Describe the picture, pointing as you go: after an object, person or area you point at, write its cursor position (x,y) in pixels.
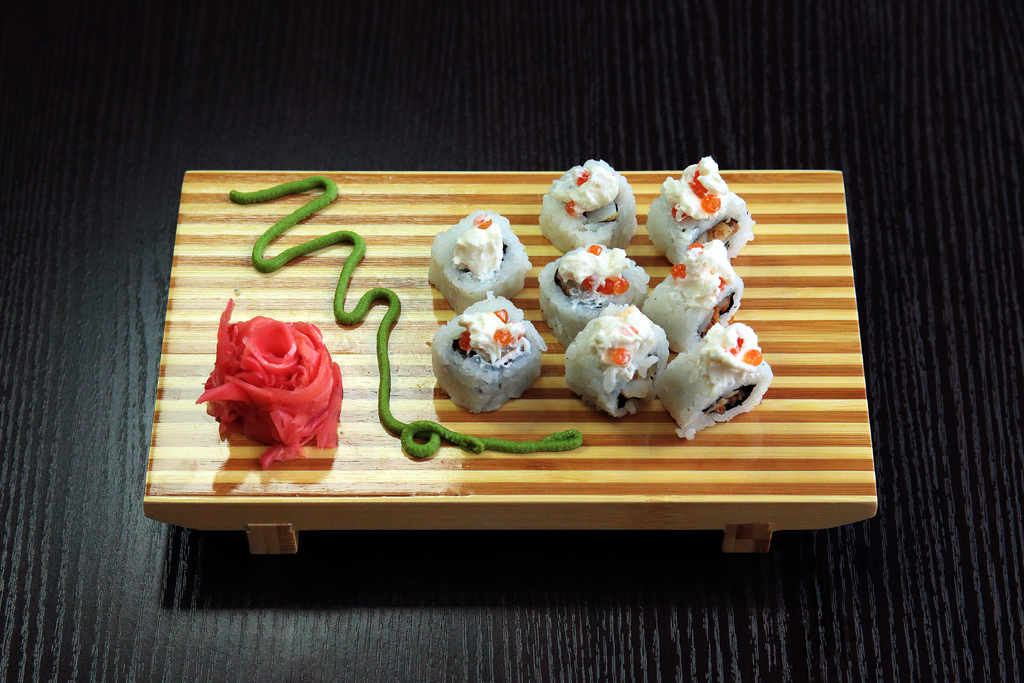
In this image I can see a black colored surface (333,69) and on it I can see a brown colored table (767,463) and on the table (781,463) I can see few food items (719,411) which are white, green and red in color.
